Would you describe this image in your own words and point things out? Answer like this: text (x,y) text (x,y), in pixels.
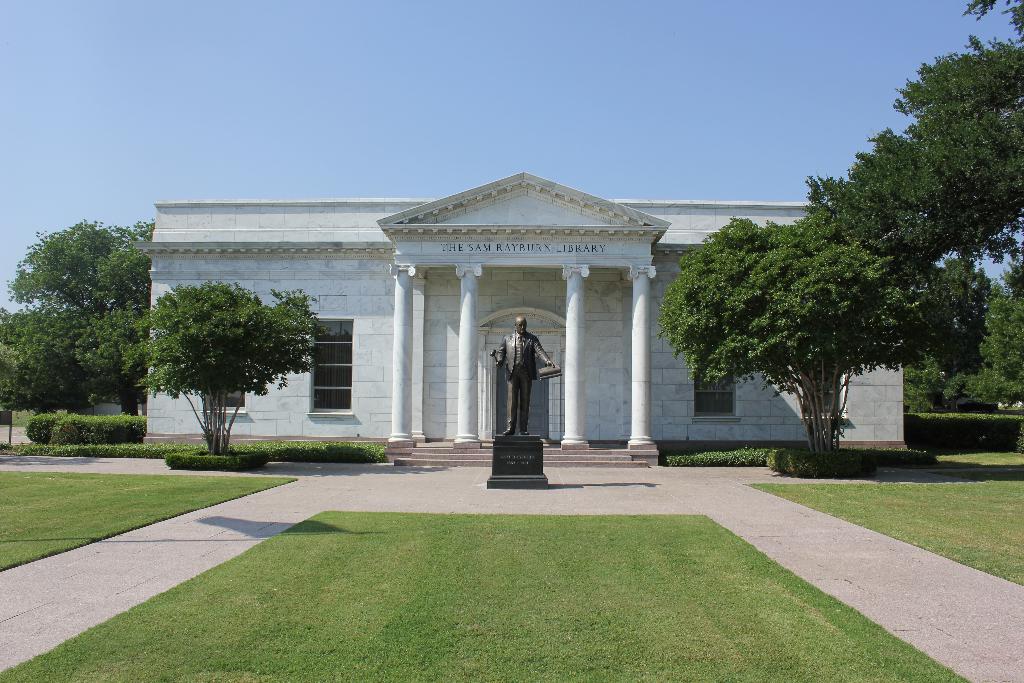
In this picture we can able to see a "THE SAM RAYBURN LIBRARY" (569,264). In-front of this there is a statue (515,388), which is in black color. This library (538,305) is surrounded with trees (165,378) and grass (156,476). The grass (462,552) is in green color. The sky (503,94) is in blue. The trees (779,290) are in green. This library (780,400) is in white color and white pillars (403,377). This is window (344,362).
